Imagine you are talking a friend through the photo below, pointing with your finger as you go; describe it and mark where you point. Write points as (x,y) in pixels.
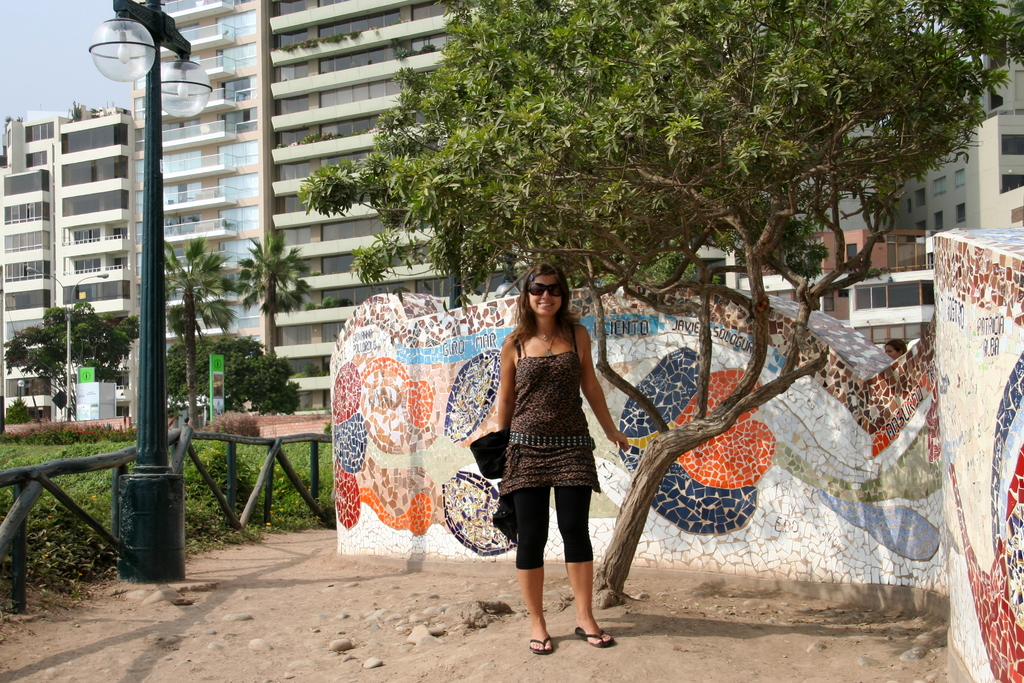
In the center of the image (570,380) a lady (560,333) is standing and wearing goggles (548,295) and holding a cloth (496,473). In the background of the image (643,374) we can see trees (682,443), electric light pole (141,497), wall (1021,274), buildings (444,278), grass (252,461), fencing (202,469) are there. At the bottom of the image (427,665) ground (239,656) is there. At the top left corner (80,63) sky (73,82) is there.
